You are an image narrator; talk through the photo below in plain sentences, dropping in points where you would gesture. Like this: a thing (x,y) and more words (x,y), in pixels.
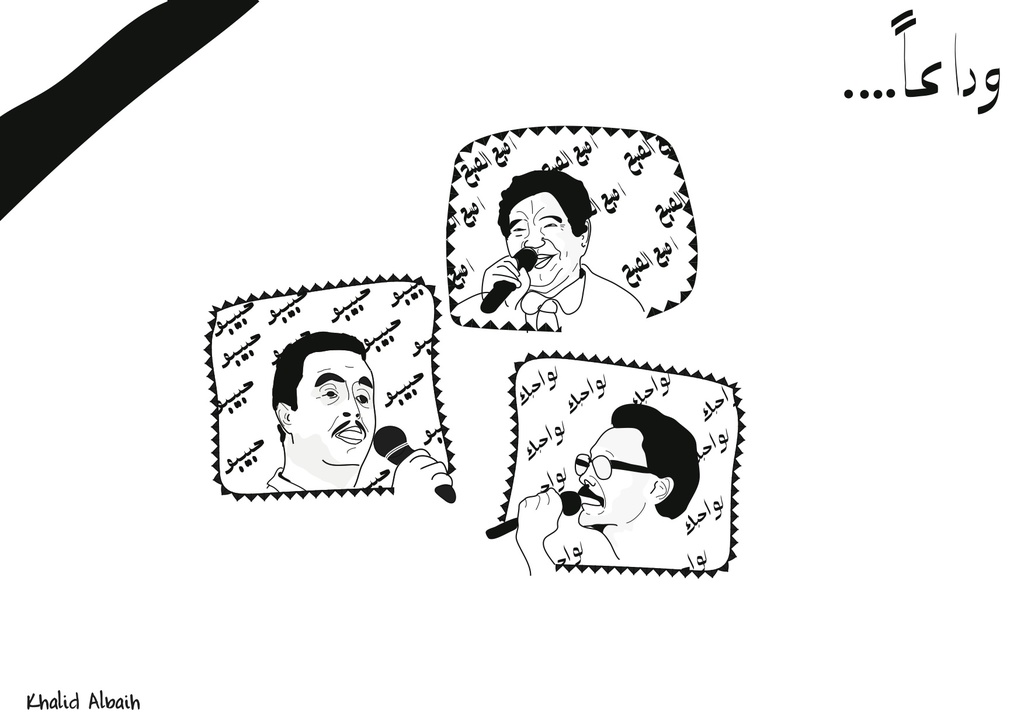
In this picture we can observe sketches (404,396) of three persons (571,223) holding mics (503,286) in their hands (513,278). This sketch (351,414) was drawn with black color only. The background (507,585) is in white color. We can observe something written on the right side (907,79). On the left side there is a black color stripe (110,90).
